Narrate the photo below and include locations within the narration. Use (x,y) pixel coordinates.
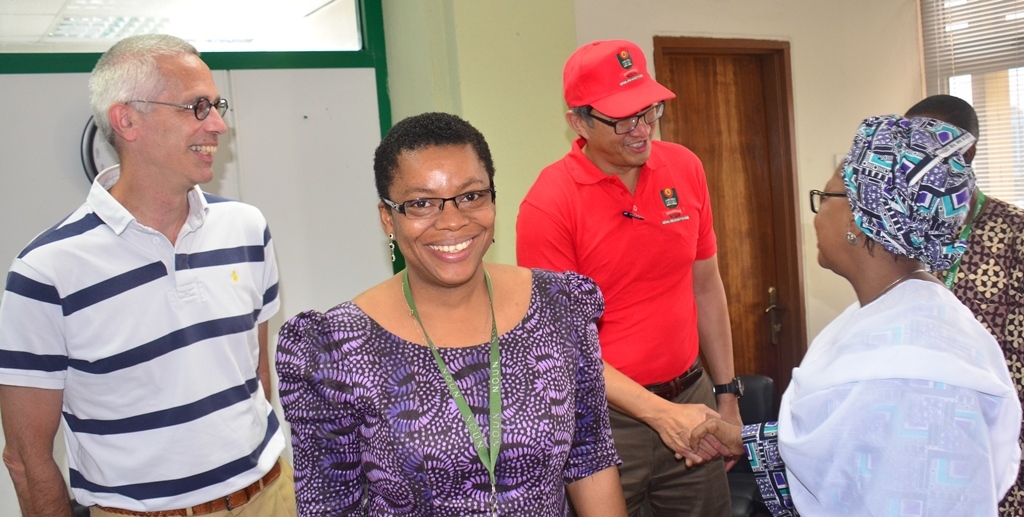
This picture shows few people (552,209) standing few wore spectacles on their faces (596,135) and couple of them wore ID cards (963,235) and we see a woman (897,171) wore a cloth (911,201) on her head (916,127) and we see a wall clock (84,139) and blinds (947,51) to the window (990,75) and we see a man (588,118) wore cap (607,86) on his head (593,81).
